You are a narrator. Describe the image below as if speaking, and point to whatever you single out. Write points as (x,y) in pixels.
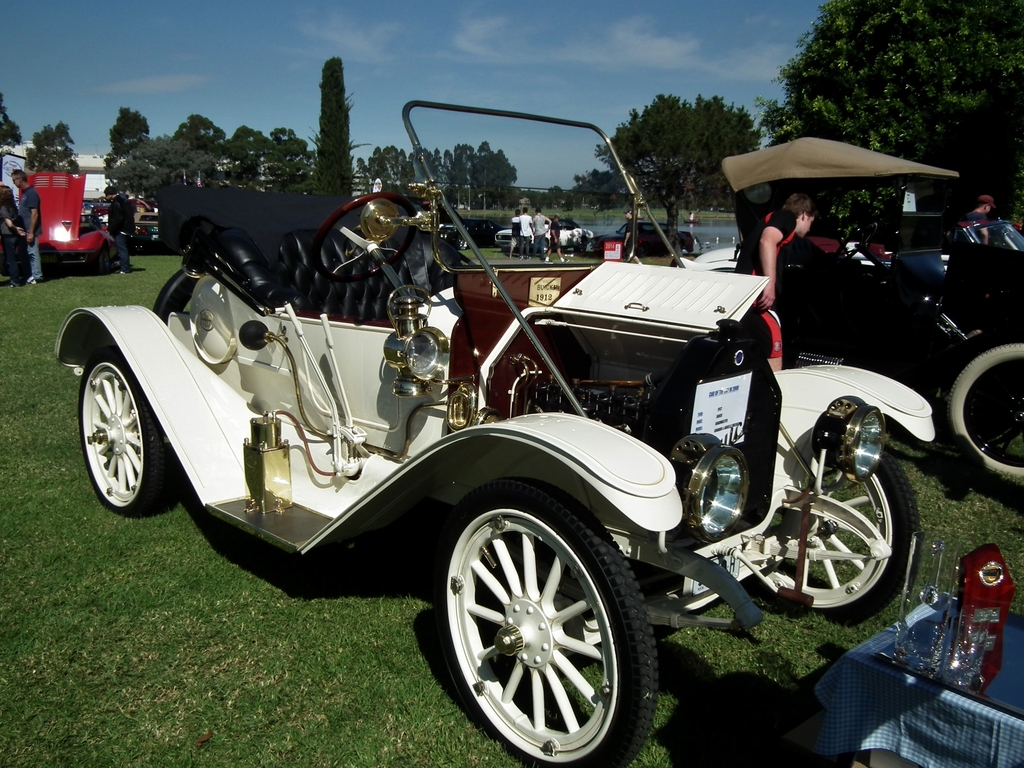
In the background (858,40) we can see the sky (789,5), trees (981,62) and objects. In this picture we can see people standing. We can see vehicles (750,454) and green grass (253,643). In the bottom right corner of the picture (950,630) we can see a platform (1000,638) and on a platform (1005,673) we can see a cloth (886,725) and objects (979,684).
